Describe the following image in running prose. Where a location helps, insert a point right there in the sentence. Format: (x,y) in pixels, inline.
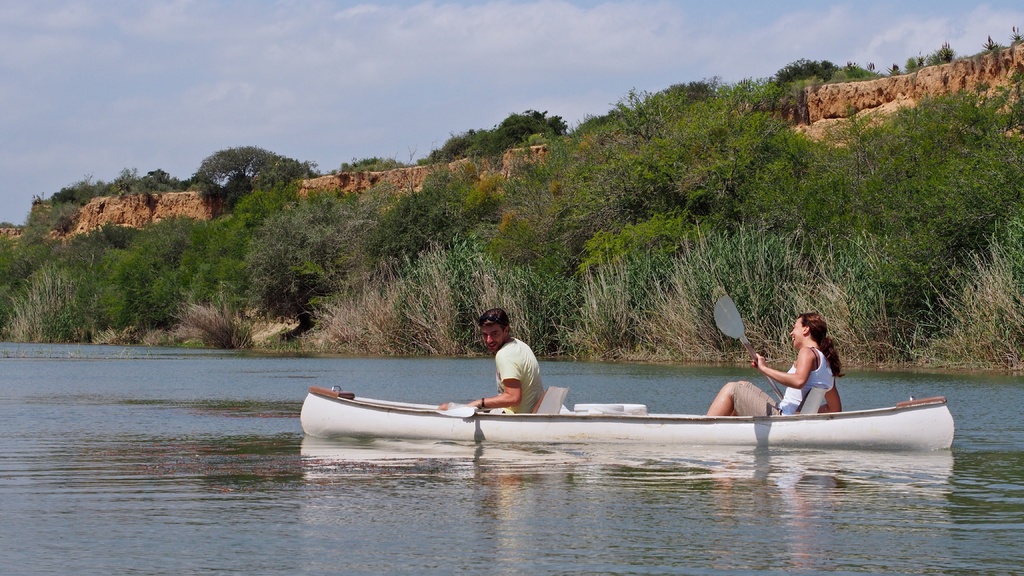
In the picture we can see water (196,489) with a boat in it which is white in color, on it we can see a man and woman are sitting and riding it with sticks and in the background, we can see grass plants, plants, rock surface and behind it we can see some trees (820,69), and sky (192,125) with clouds (615,50).
